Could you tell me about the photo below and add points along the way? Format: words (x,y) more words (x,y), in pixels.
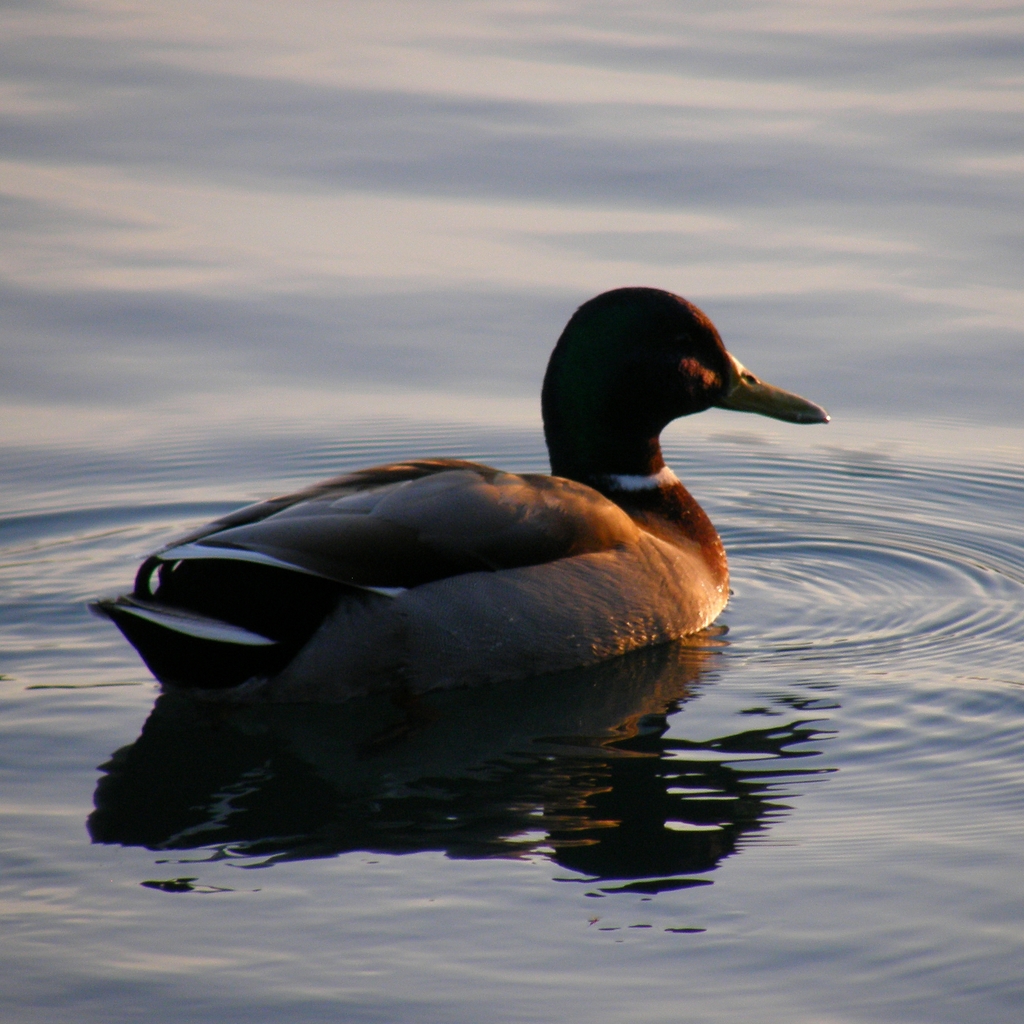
In this image there is an aquatic bird (415,552) in the water (615,685).
